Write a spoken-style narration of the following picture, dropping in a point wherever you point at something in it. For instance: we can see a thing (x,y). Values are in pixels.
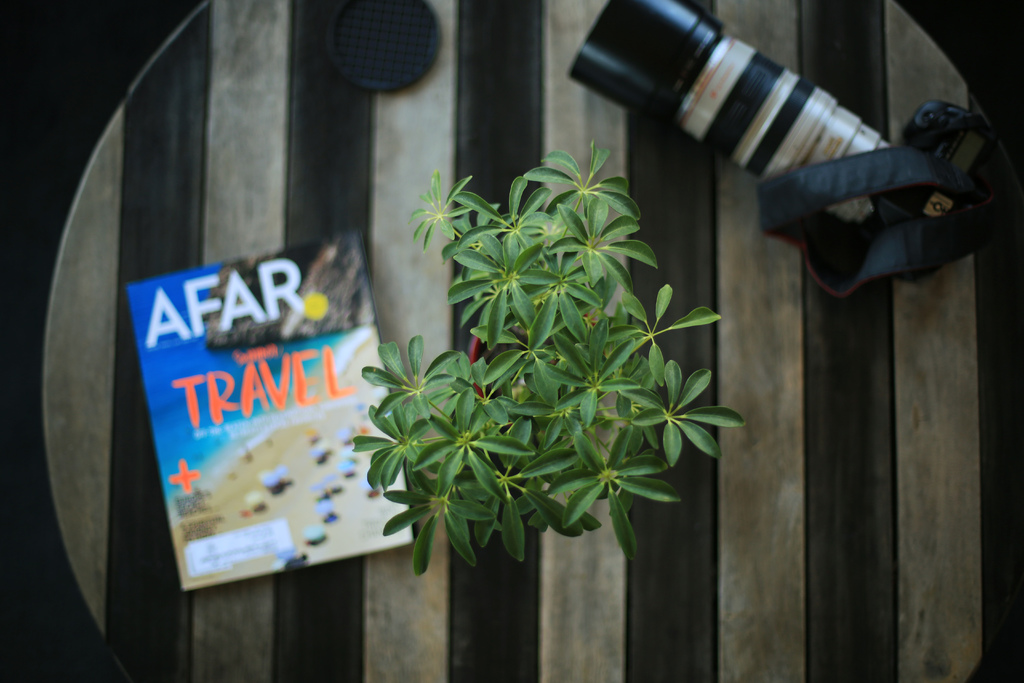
In the picture I can see a book (265,429), a camera (657,22) and a plant pot (539,274) on a wooden table (388,261).
